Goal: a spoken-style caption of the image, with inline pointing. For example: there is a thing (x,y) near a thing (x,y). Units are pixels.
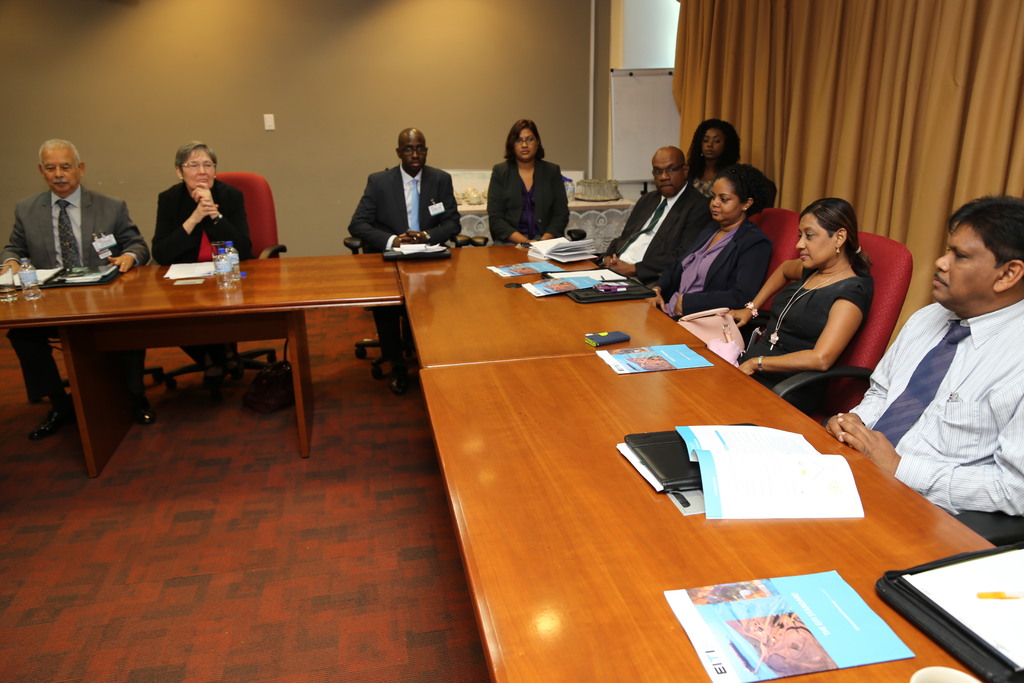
In this picture we can see some persons (790,332) sitting on the chairs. This is table (519,520). On the table (522,538) there are books (754,490), files (695,463), and bottles (230,268). This is floor (263,589). On the background (441,66) there is a wall (458,59) and this is curtain (848,82). Here we can see a board (648,133).
